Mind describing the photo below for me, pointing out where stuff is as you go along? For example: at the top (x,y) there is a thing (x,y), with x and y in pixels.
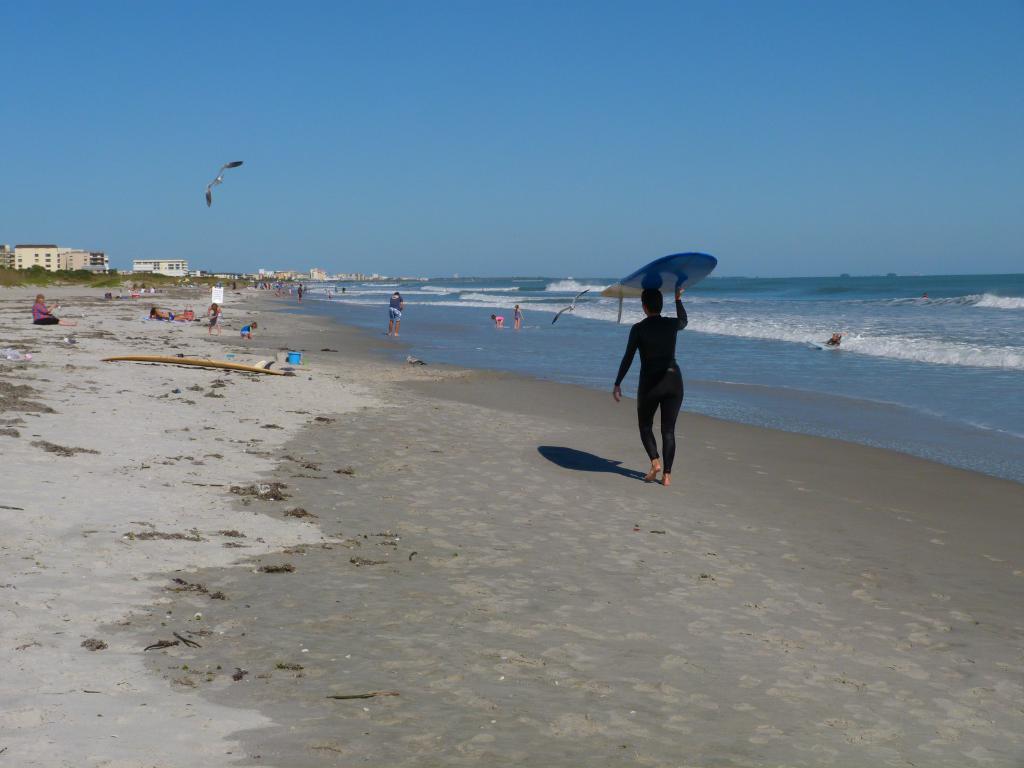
This picture describes about group of people (637,335), in the middle of the image (654,341) we can see a person (679,400) and the person (680,380) is holding a surfboard (660,272), in the background (561,315) we can see water (583,283), few birds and buildings (96,256).
